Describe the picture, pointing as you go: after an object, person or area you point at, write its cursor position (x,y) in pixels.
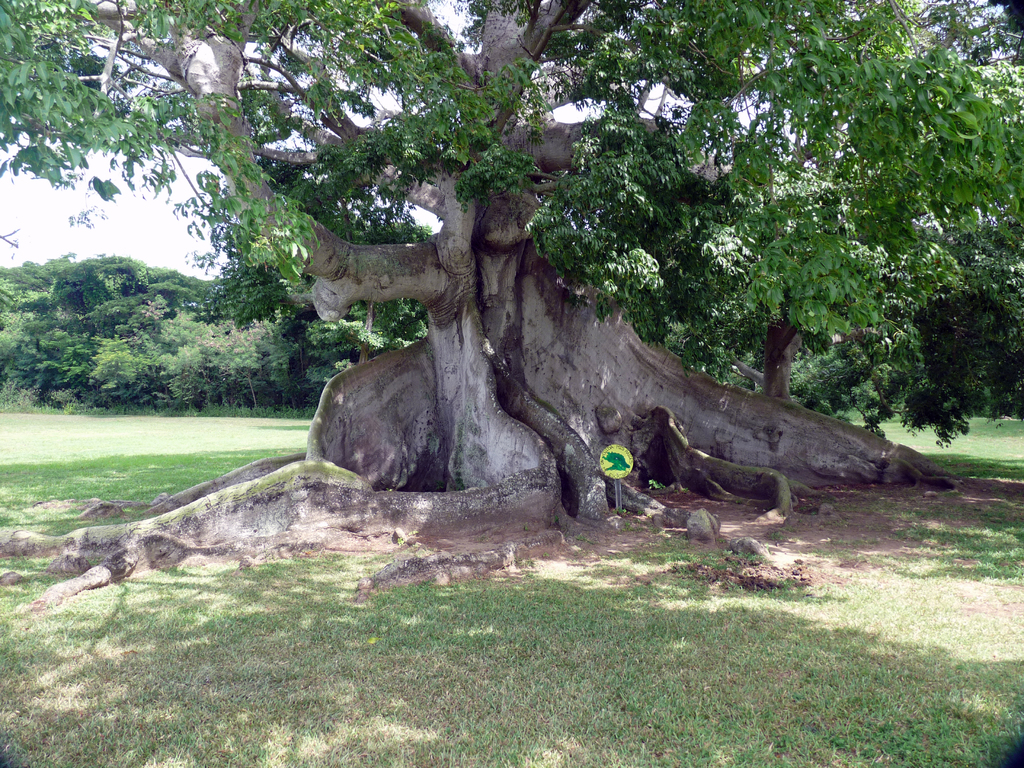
In this picture we can observe some trees (413,348). There is a board (622,459) in front of this tree (604,449). We can observe some grass (380,596) on the ground (185,630). In the background (120,238) there is a sky (74,244).
